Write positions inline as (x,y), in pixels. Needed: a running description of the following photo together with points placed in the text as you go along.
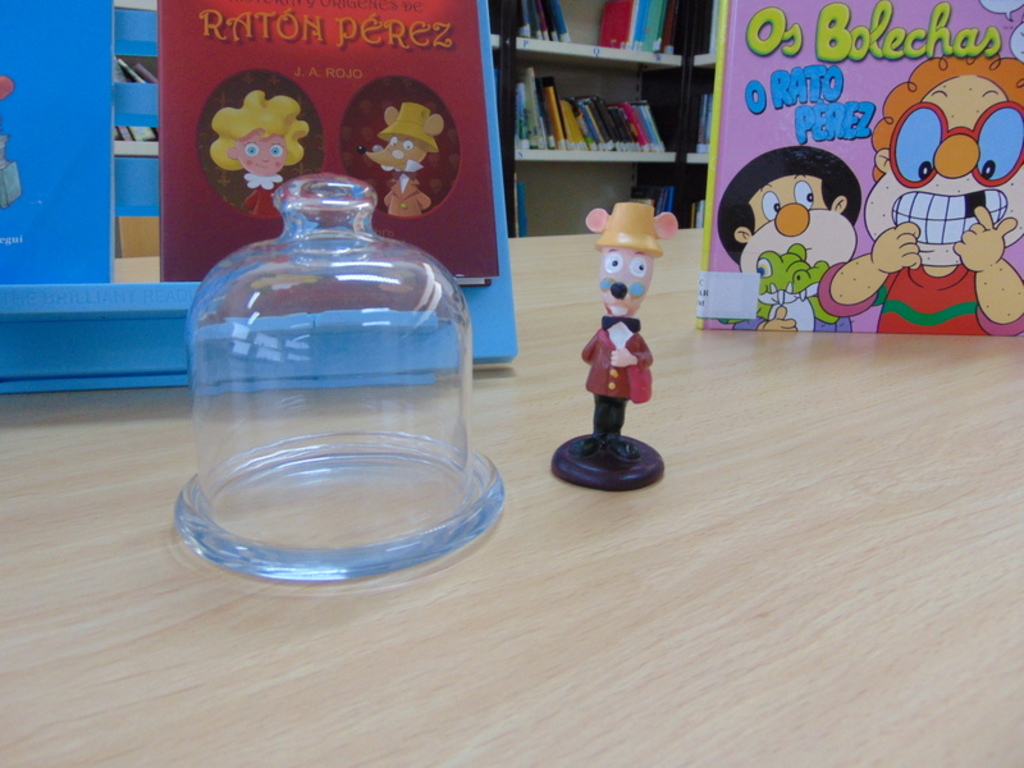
In this image i can see a toy (600,349), a board (752,202) on a table (769,370) and at the background (630,158) i can see few books (583,131) on a rack (568,163).
